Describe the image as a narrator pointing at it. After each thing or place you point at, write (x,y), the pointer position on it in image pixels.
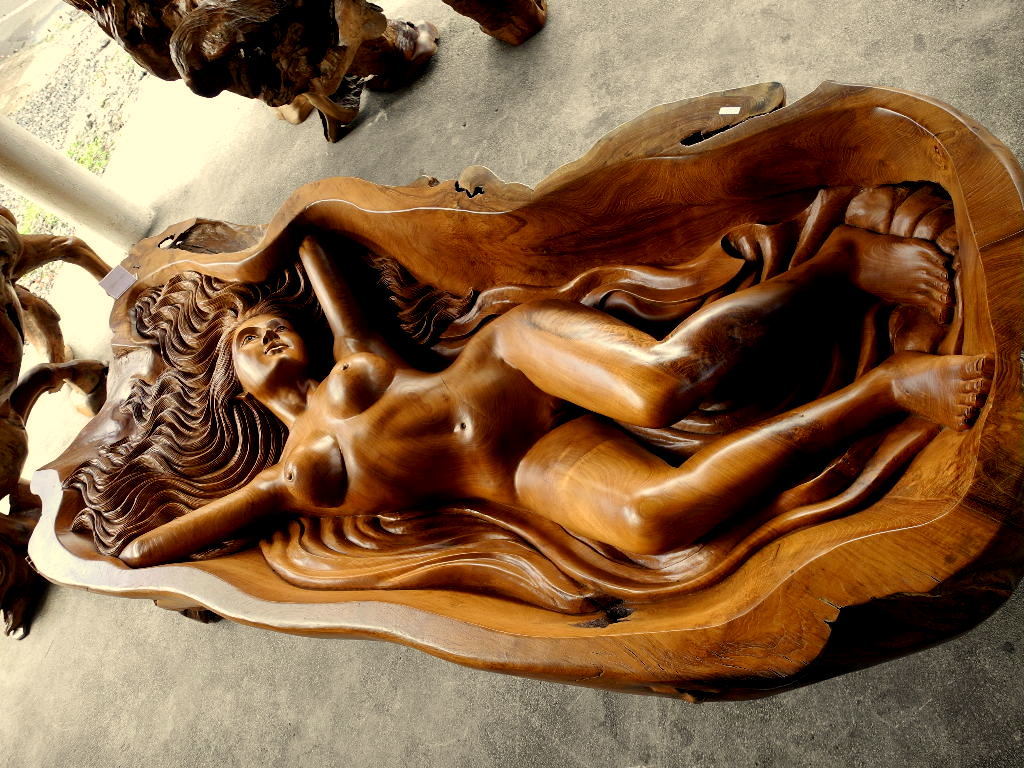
In this image I can see a wooden statue (622,513) which is in brown color, background (95,210) I can see few other statues (3,229) and a pole (89,191) in white color.
